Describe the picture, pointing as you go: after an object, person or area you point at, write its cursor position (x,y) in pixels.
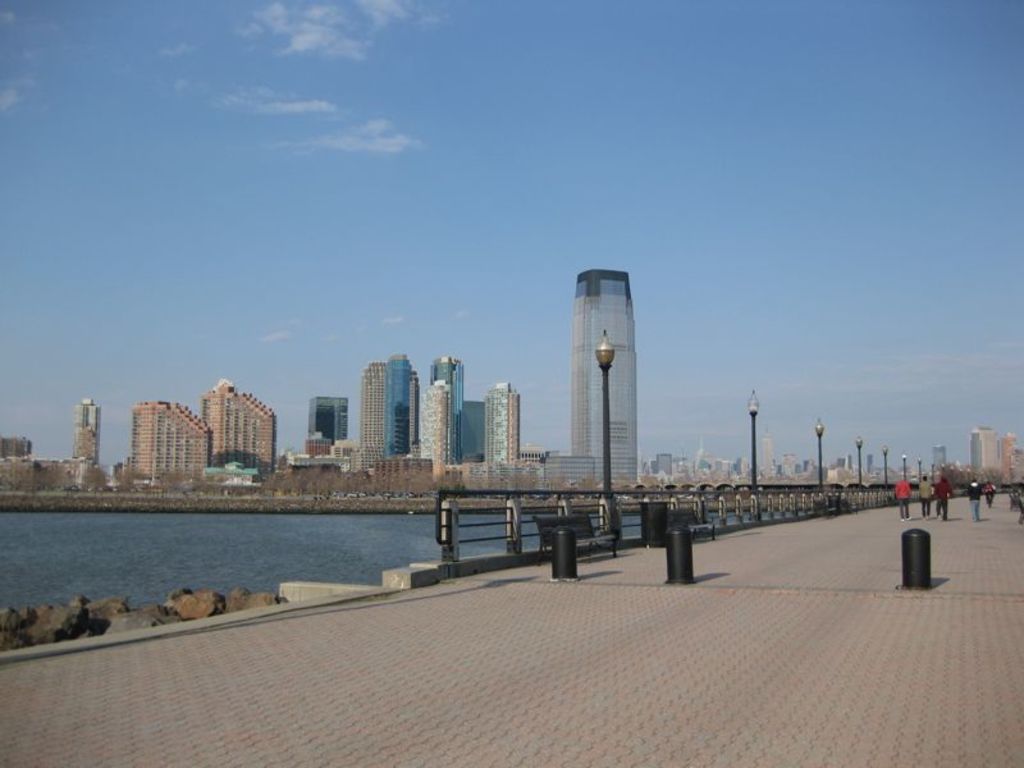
In this picture describes that in the front (619,624) we can see walking area (782,571) with cobblestone (271,732) on the ground (472,587). Beside we can see black fencing railing (618,499) and water (486,529). In the background (523,470) there are many big buildings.
